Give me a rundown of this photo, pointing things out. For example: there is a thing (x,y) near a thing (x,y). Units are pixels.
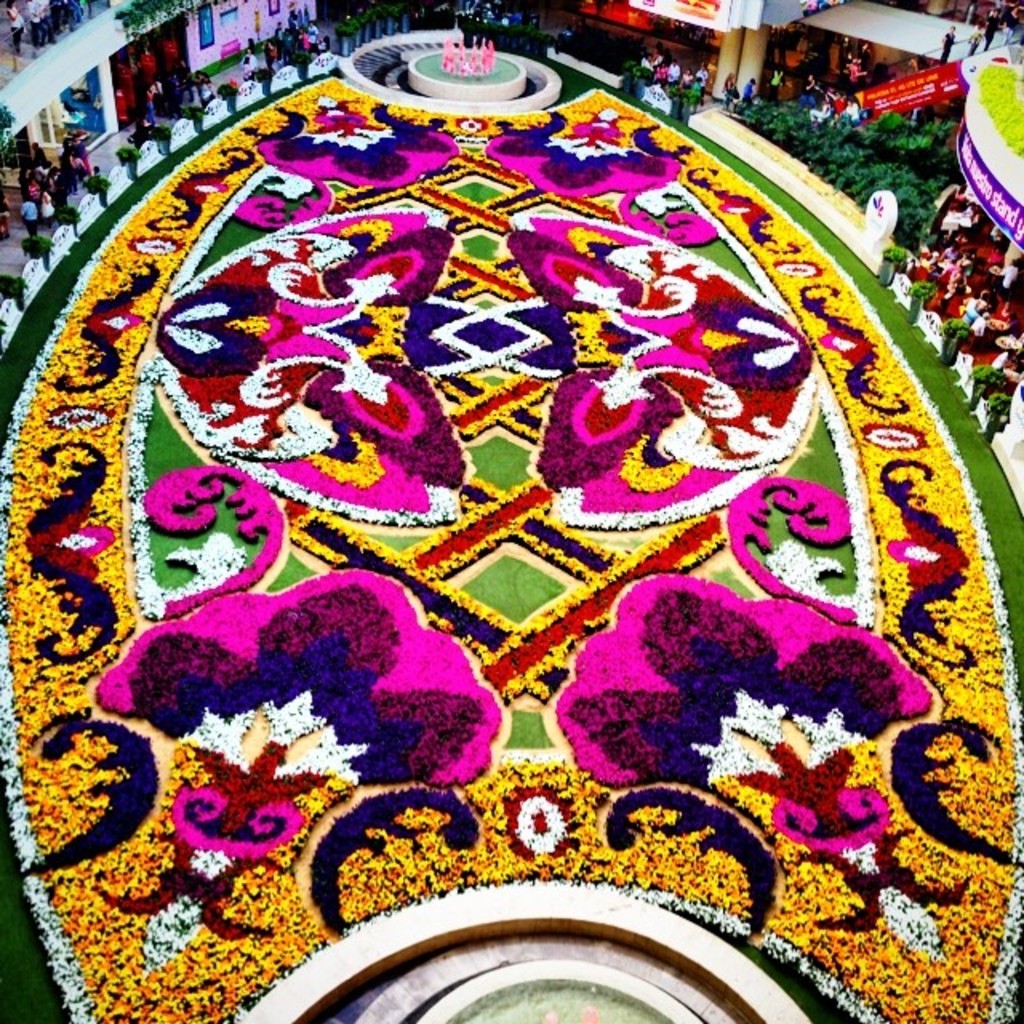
In this picture we can see a design (380,888) on the grass (459,192), fountains (421,69), plants (858,161), banners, pillars (758,60) and a group of people (702,80) on a path (12,208) and some objects (158,149).
